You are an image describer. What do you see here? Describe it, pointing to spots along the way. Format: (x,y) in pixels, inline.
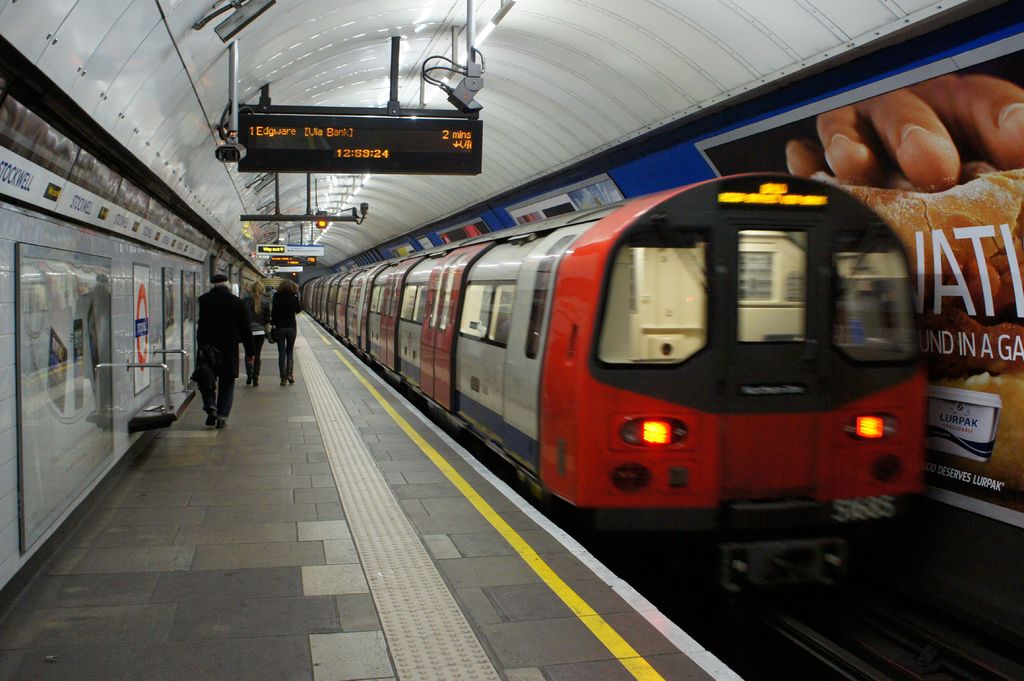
In this image we can see trains (343,271) on the tracks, persons (234,346) walking on the platforms (236,511), name boards (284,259), sign boards (300,254), advertisements (470,227) and signal lights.
